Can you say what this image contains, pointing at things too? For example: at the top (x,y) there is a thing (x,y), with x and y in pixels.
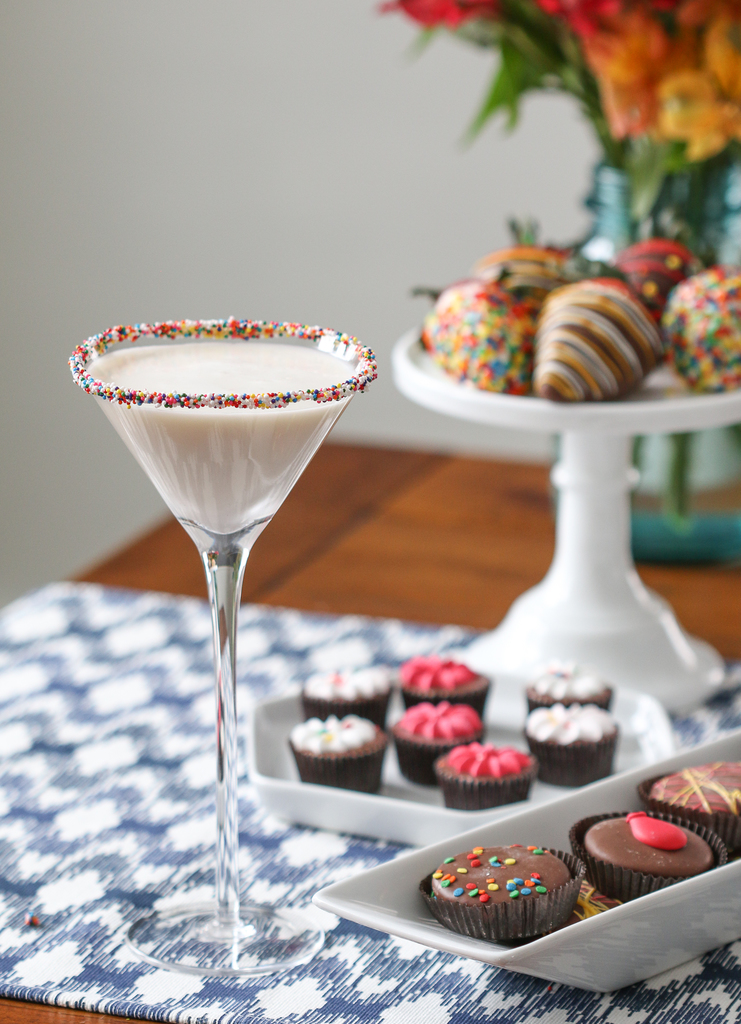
In this image, I can see a wine glass (264,440), plates (505,679) and a cake stand (525,405), which contain the food items (429,719). On the right side of the image (616,204), I can see a flower vase (630,185) with flowers (633,128). These plates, wine glass (233,534), flower vase (656,222) and few other things (347,624) are placed on a wooden table (376,531). The background (345,310) looks white in color.
